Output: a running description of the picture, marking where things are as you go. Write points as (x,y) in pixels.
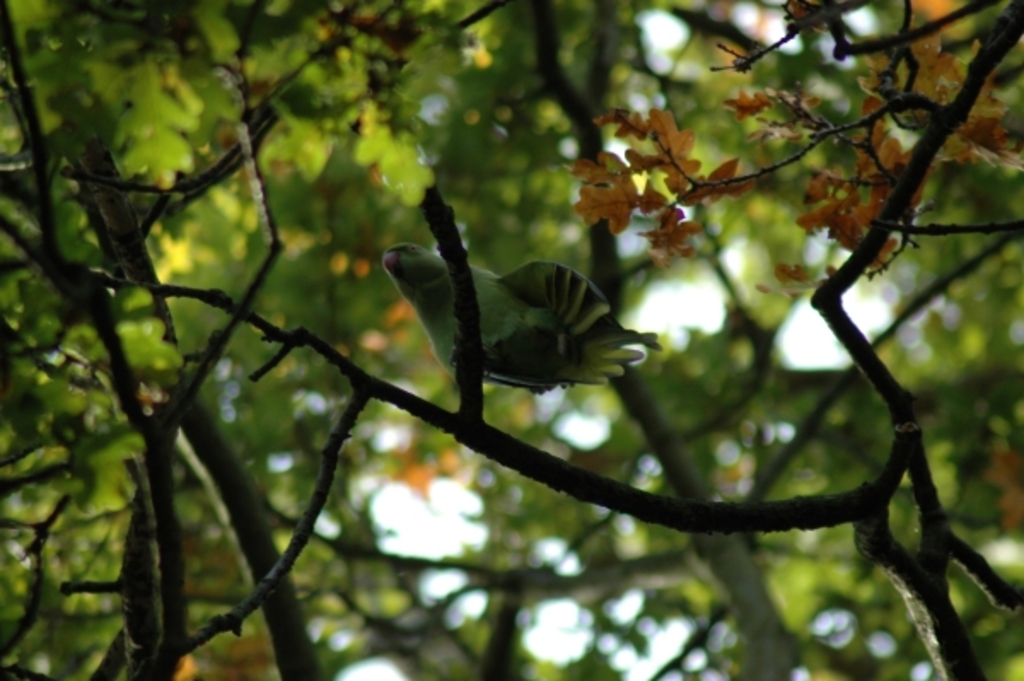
In this picture there is a bird (583,359) standing on the tree branch (646,514) and the bird (566,319) is in green color. There are green and light orange color leaves (574,181) on the tree (609,123).
